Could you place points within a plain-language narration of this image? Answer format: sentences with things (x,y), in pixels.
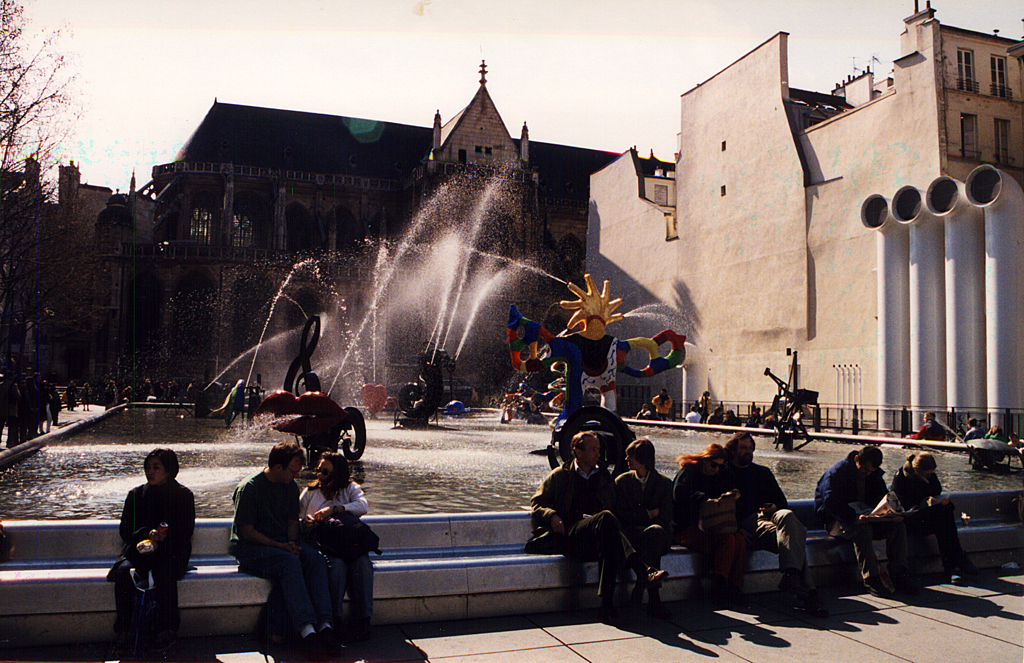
In this image there is a fountain (429,438) in the middle (408,389). In the background (234,223) there are buildings (143,204). On the left side (8,398) there are few people (47,396) standing on the floor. Beside them there is a tree (22,239). At the top (269,37) there is the sky (269,37). At the bottom (279,522) there are few people (671,512) sitting on the wall (466,545) beside the fountain (456,455). On the right side (916,294) there are pipes (934,300). At the bottom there is fence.
